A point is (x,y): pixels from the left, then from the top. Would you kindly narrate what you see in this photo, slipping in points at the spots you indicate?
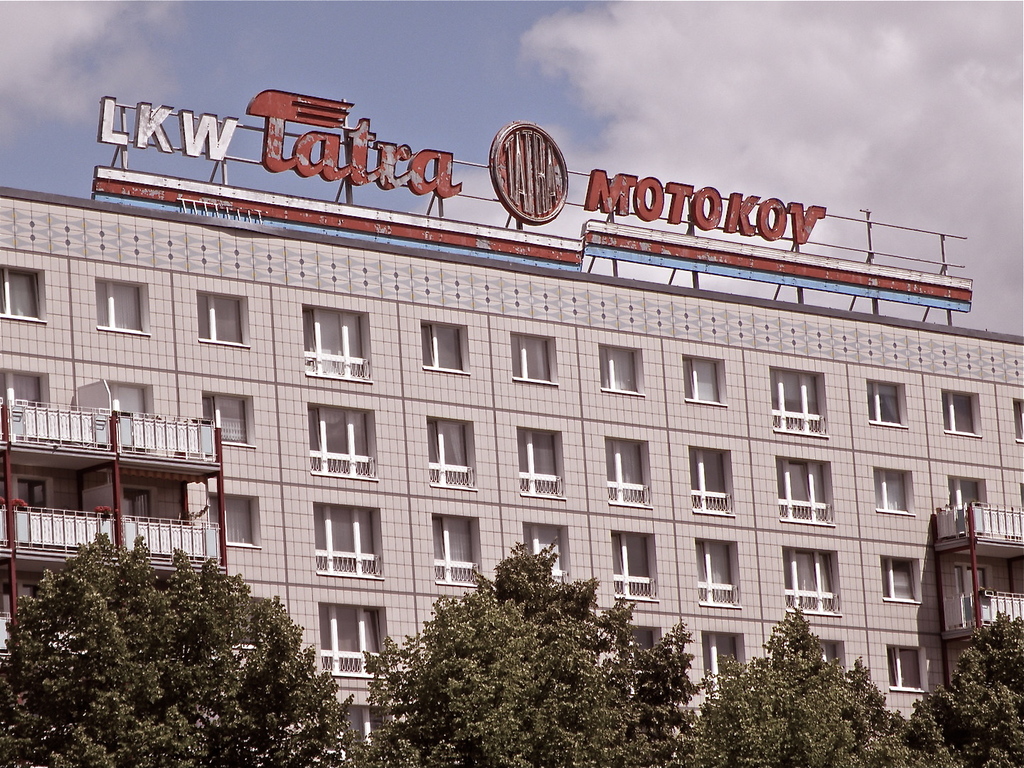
In foreground (463,675) image can see some trees (598,732) which are green color. In middle of the image (668,261) we can see a building (685,363) which is in cream color and name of the building (622,409) was written on top of it. On top of the image (591,62) we can see the sky (497,57) and clouds (782,117).
